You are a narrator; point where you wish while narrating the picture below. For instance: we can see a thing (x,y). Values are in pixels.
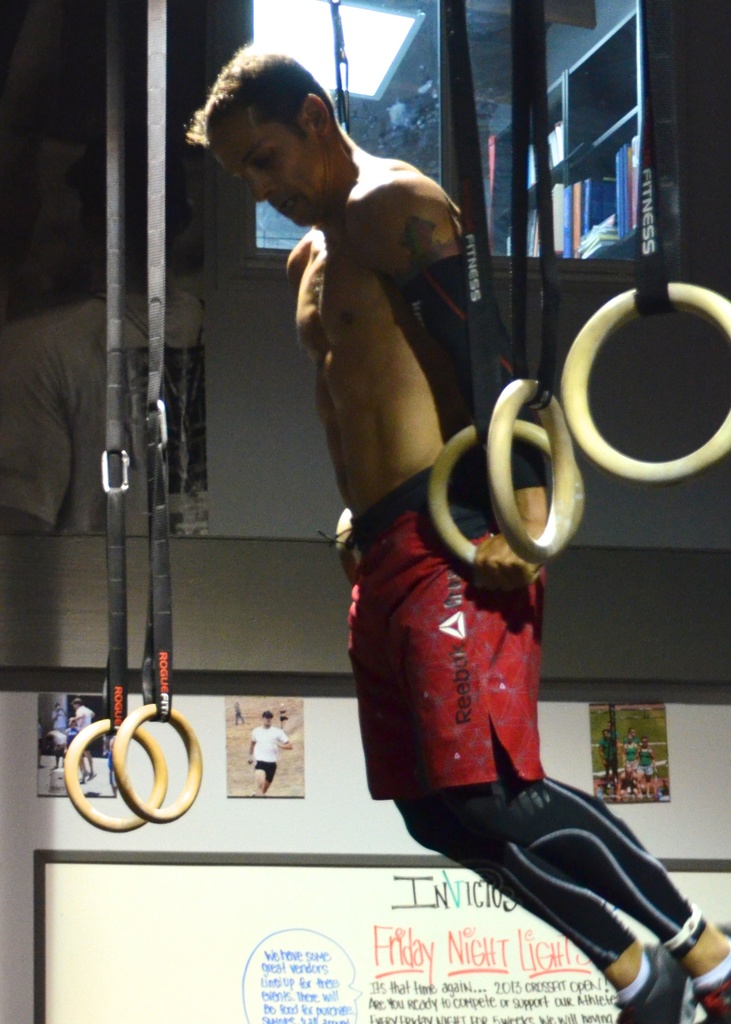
In this picture I can see a man (449,630) is wearing red color shorts (451,620). In the background (624,798) I can see a window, a wall (195,620) and a board (333,858) which has some pictures (302,771) and something written on it. Here I can see some objects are hanging.
